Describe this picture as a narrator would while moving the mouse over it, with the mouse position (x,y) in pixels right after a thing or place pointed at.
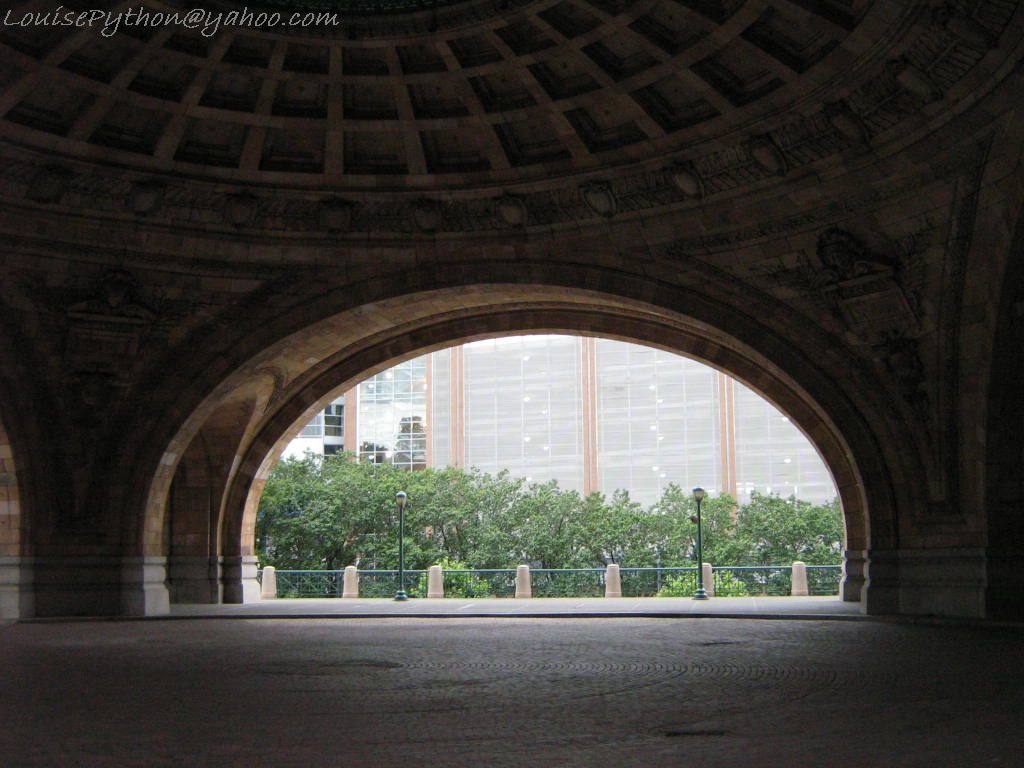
In this image I can see the ground (399,649), the ceiling (505,139) which is brown in color, few poles (404,500), the railing (364,574) and few trees (710,553) which are green in color. In the background (440,394) I can see a huge building (451,396).
